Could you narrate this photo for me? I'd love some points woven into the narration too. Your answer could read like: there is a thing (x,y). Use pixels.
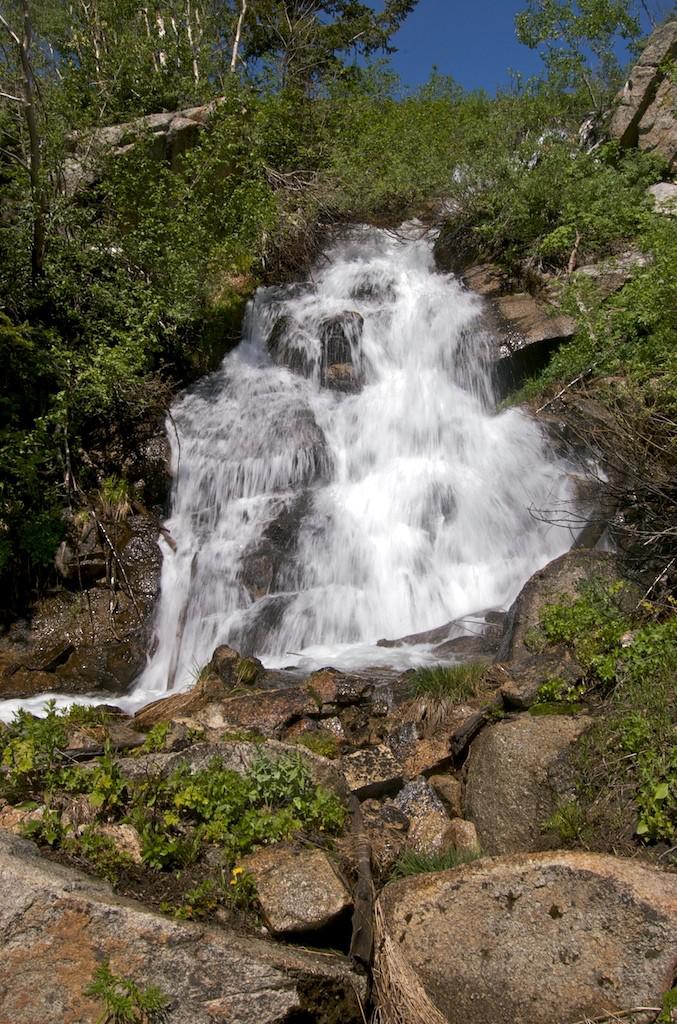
In the center of the image (382,669) there is a waterfall (316,591). At the bottom (292,882) there are rocks (279,921). At the top (469,28) there is sky (447,39).
